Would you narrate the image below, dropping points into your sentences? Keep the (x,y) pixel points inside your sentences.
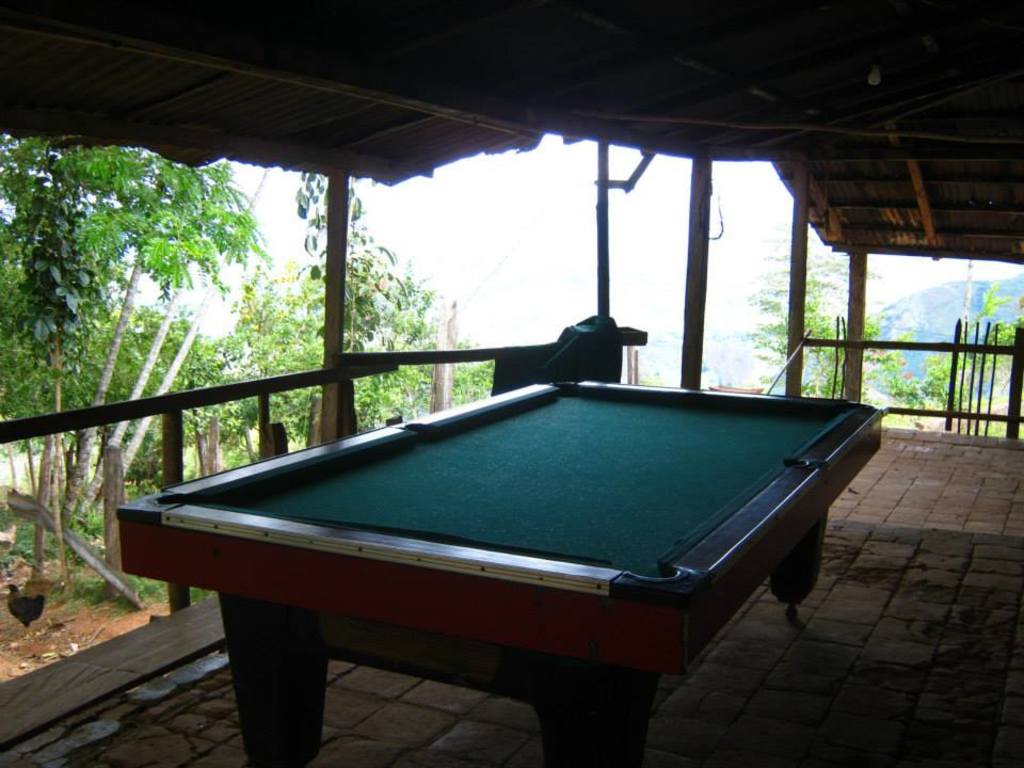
In the image we can see there is a billiard board (648,590) and on the ground (12,563) there are lot of trees (994,341).
